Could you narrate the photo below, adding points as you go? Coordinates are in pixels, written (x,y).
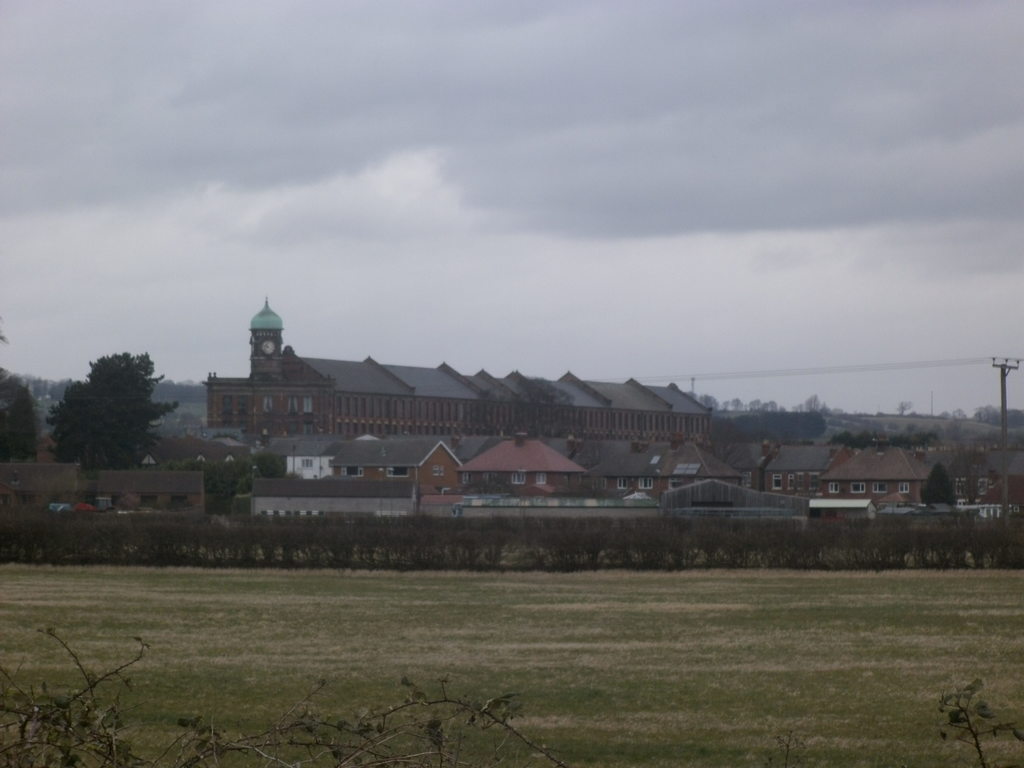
This is an outside view. At the bottom of the image (554,671) I can see the ground (589,646). In the background (188,540) there are some trees (231,496) and buildings (518,468). On the right side (1002,367), I can see a pole (1001,392) along with the wires (892,364). At the top (616,107) I can see the sky (423,113).
